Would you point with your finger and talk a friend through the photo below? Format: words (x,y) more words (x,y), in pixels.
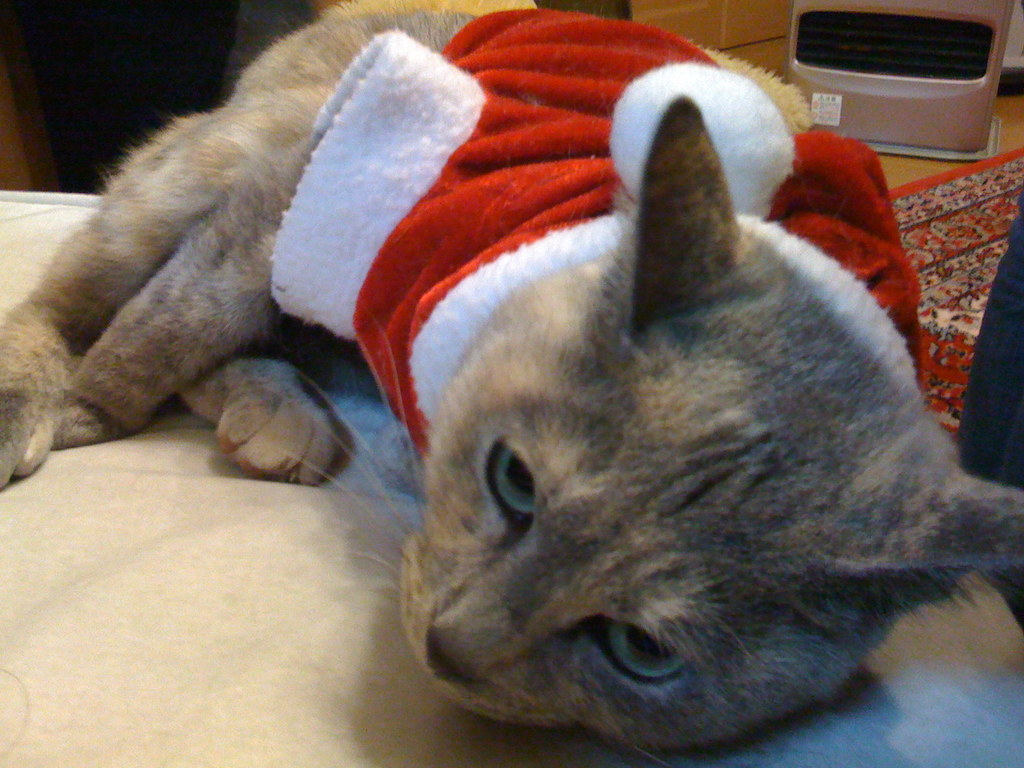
In this picture we can see a cat (618,368) on the bed (344,558), in the background (895,74) we can see an object (923,73).
